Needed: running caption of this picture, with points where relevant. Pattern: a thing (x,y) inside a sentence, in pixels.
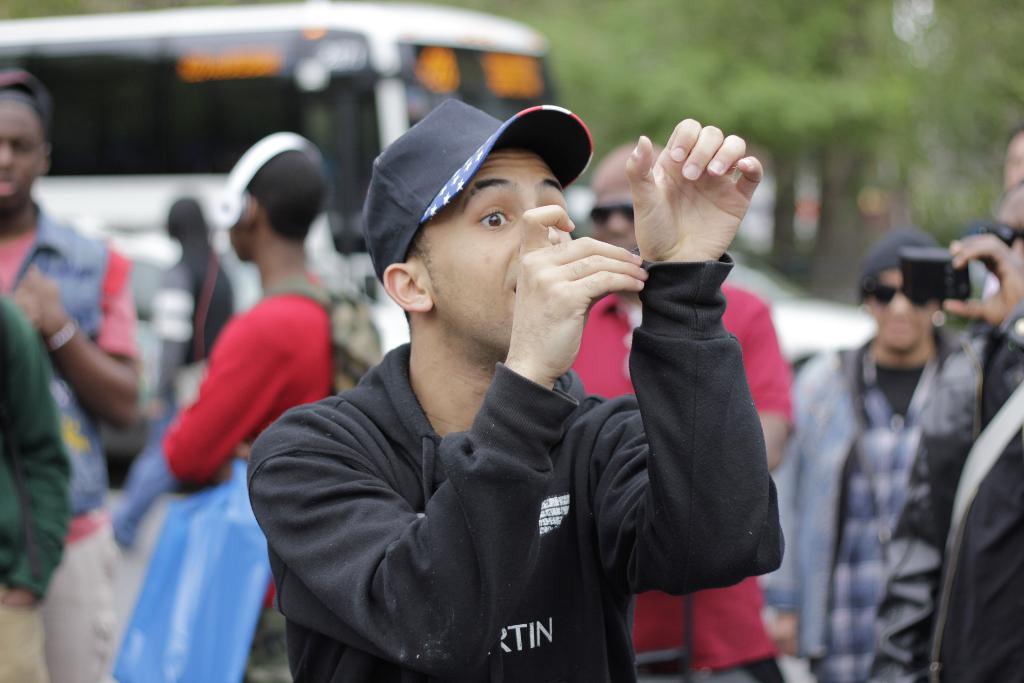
In this picture we can see some people (87,421) standing here, a man (544,413) in the front (578,528) wore a cap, a person (1000,396) on the right side (1003,418) is holding a mobile phone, in the background (827,124) there are some trees (810,83) and a bus (498,101) here.
